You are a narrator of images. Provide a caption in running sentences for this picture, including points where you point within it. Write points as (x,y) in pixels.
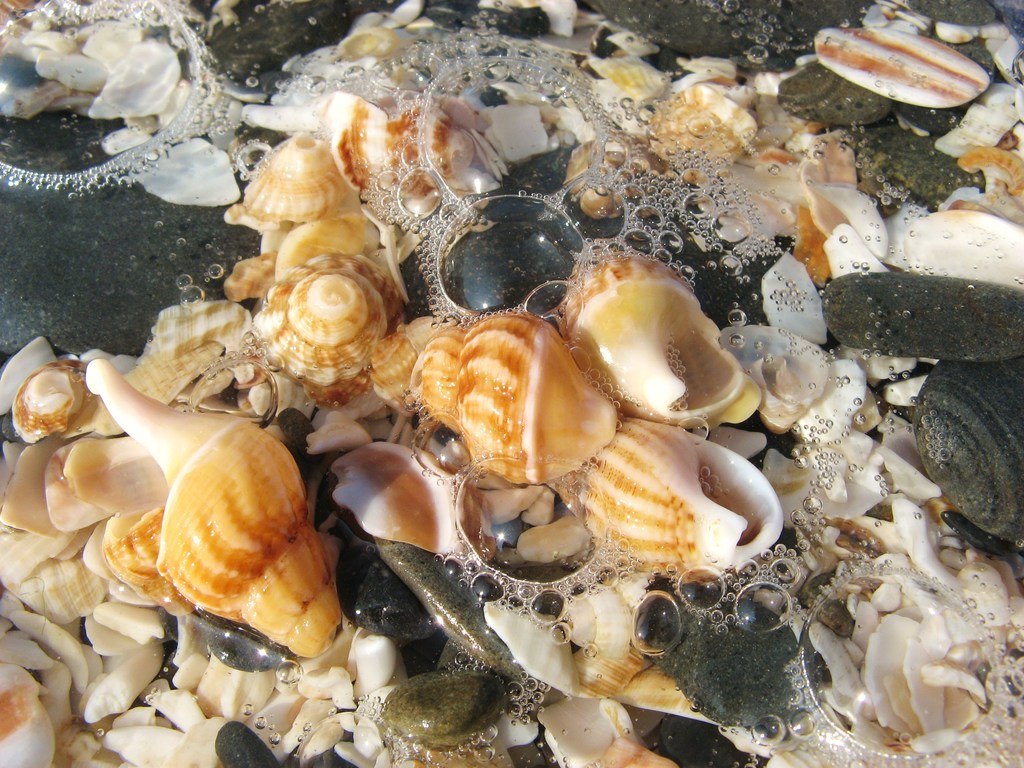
In image we can see there are sea shells (269,490) on the ground (551,250) and there are water bubbles (574,105) over it.
